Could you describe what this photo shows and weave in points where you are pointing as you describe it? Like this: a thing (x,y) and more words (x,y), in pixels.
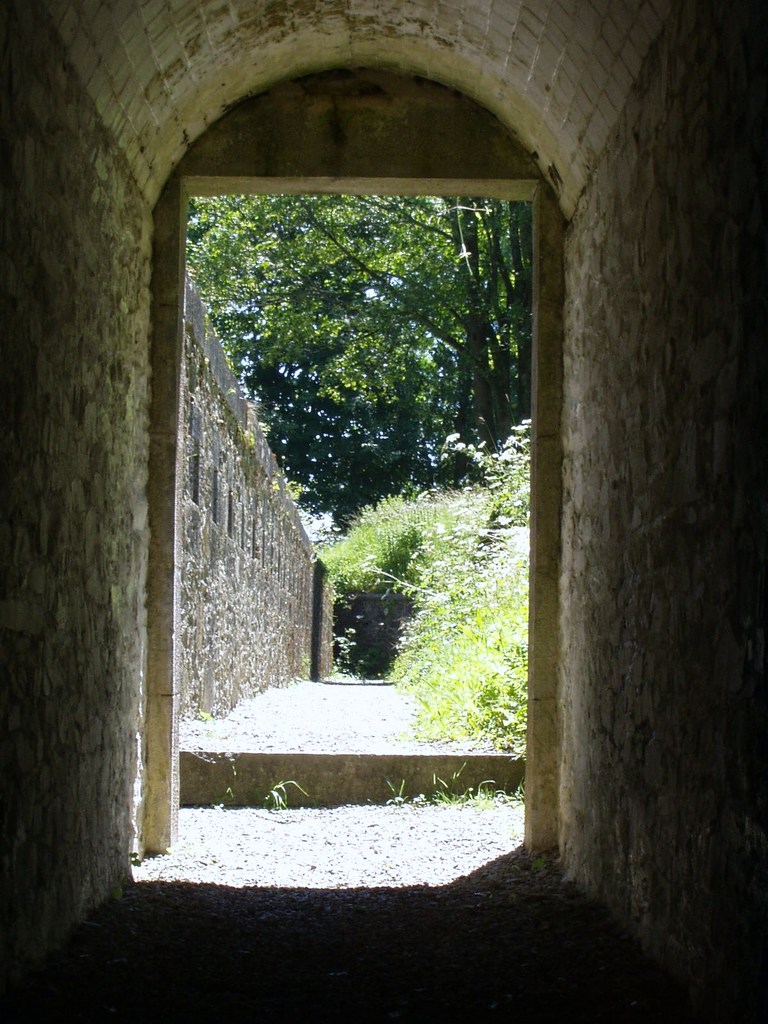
In this image I can see few green color trees (391,442) and the wall (233,604).
